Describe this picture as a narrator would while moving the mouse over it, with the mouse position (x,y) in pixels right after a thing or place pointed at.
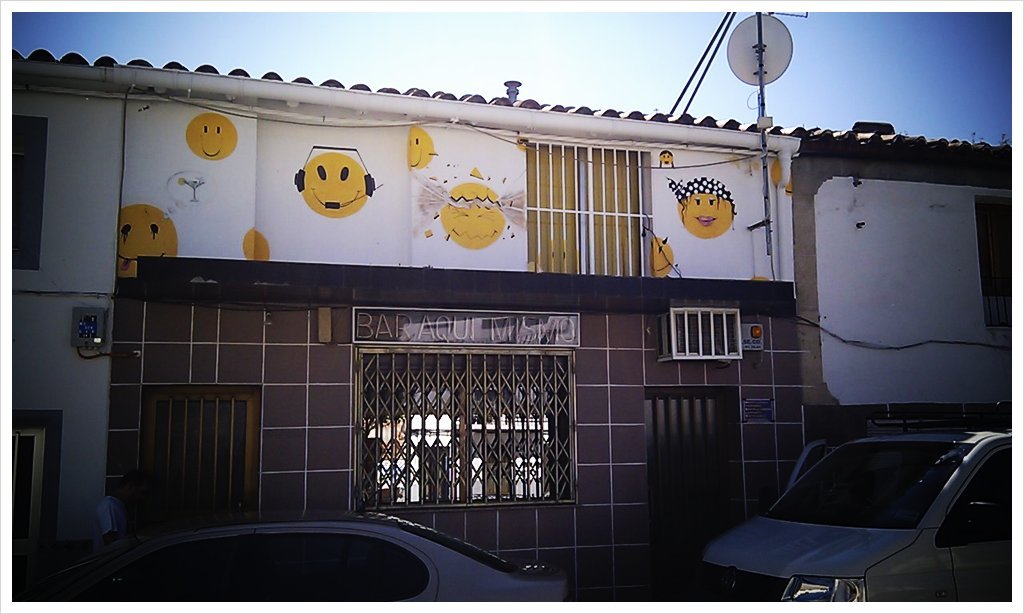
In the background of the image (509,138) there is a house (323,369). There is a door (665,457). At the top of the image (503,35) there is sky (400,62). At the bottom of the image (829,482) there are cars (790,523).
